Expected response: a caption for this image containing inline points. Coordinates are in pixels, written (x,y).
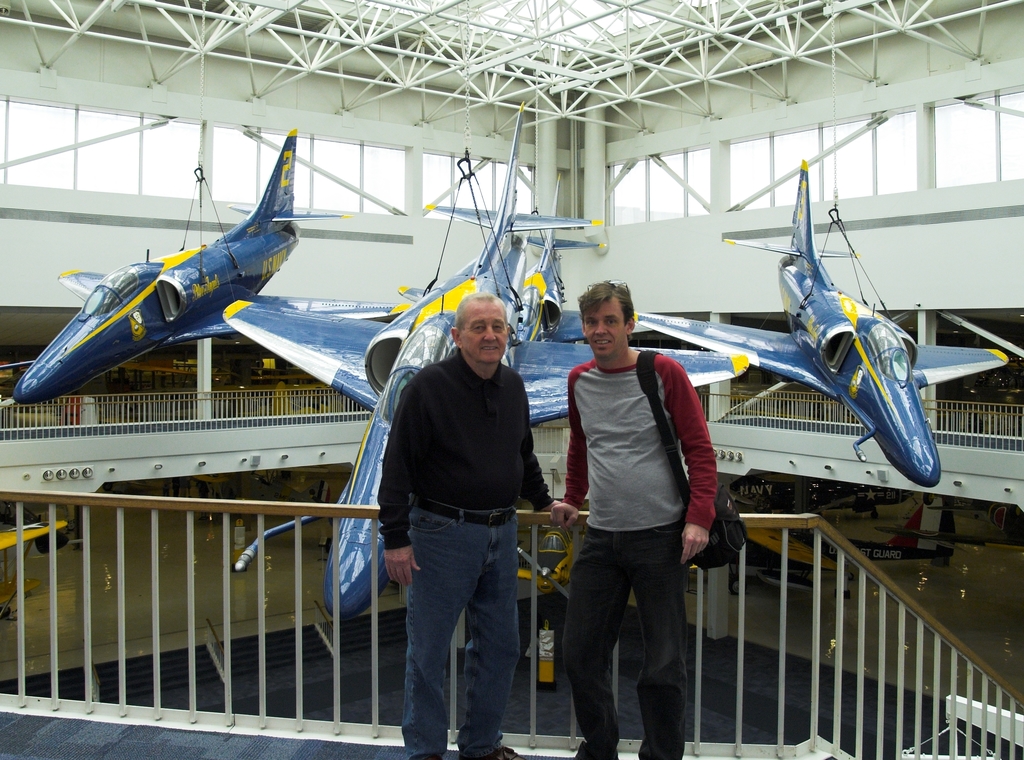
In the foreground of the image (651,609) we can see two persons (642,630) standing on the floor (373,751). In the background (380,538), we can see metal railing (50,565), group of airplanes (808,587), poles (901,31), windows (979,142), some lights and the staircase (280,660).
